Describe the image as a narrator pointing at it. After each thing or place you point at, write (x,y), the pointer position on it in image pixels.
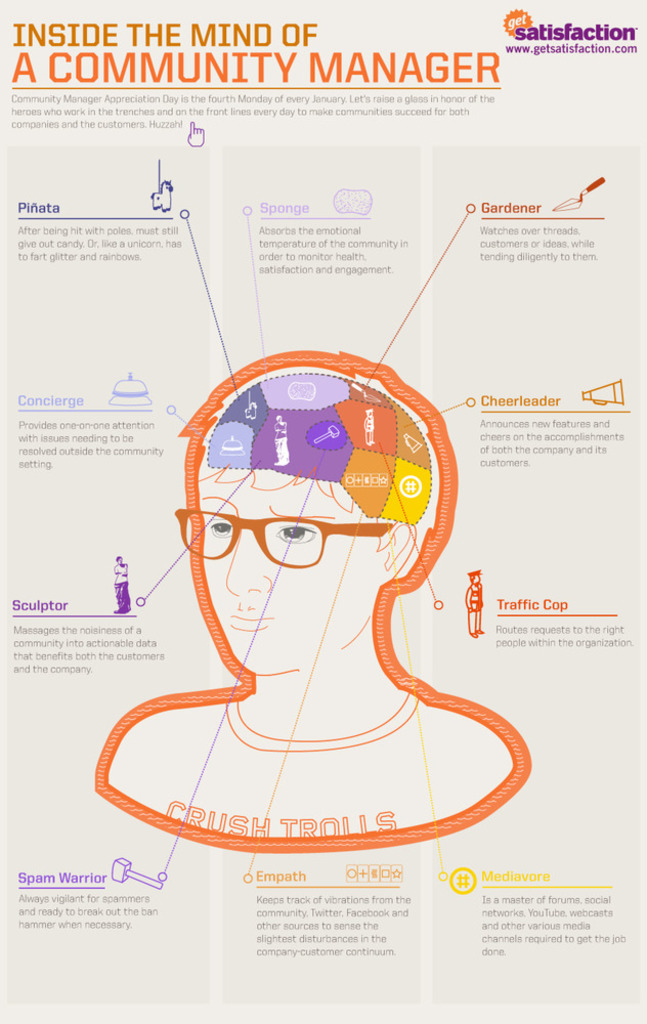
The picture of a poster (459,758). This poster (597,281) is titled as " INSIDE THE MIND OF A COMMUNITY MANAGER". This poster (119,176) represents the humans brains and it daily activity.
